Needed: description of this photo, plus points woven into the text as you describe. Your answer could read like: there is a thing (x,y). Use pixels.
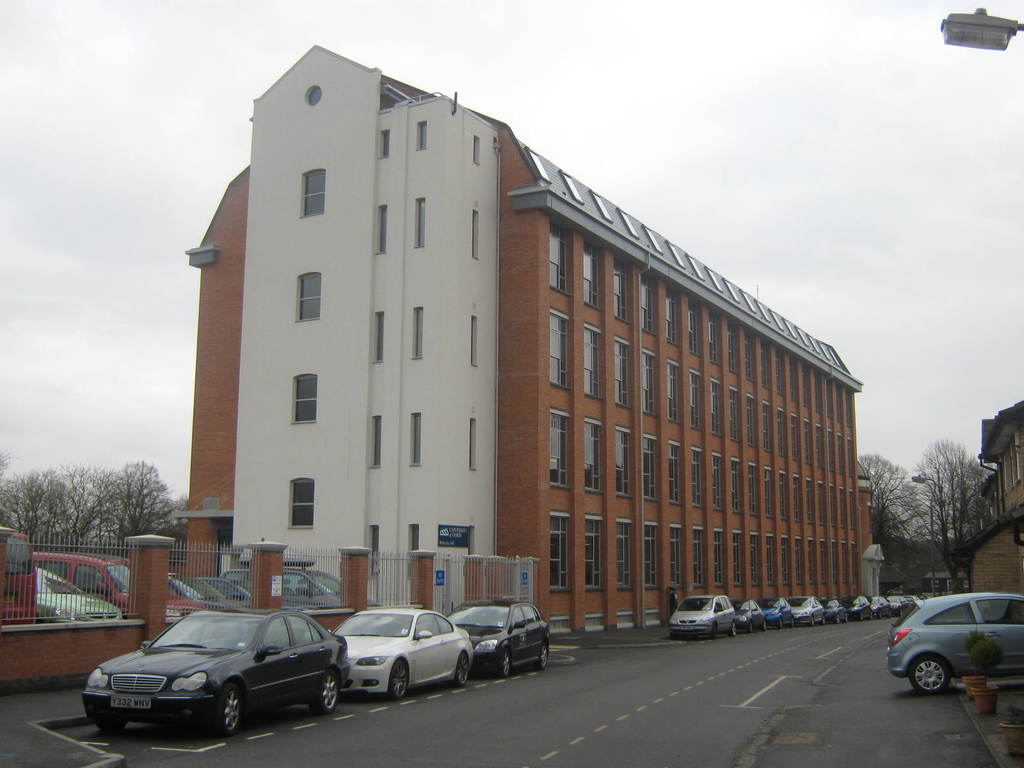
This picture shows buildings (1007,506) and we see trees (152,487) and few cars (493,617) parked on the side of the road (677,635) and we see a cloudy sky (772,286) and a pole light (955,45) and plants (985,652) in the pots (977,700).
